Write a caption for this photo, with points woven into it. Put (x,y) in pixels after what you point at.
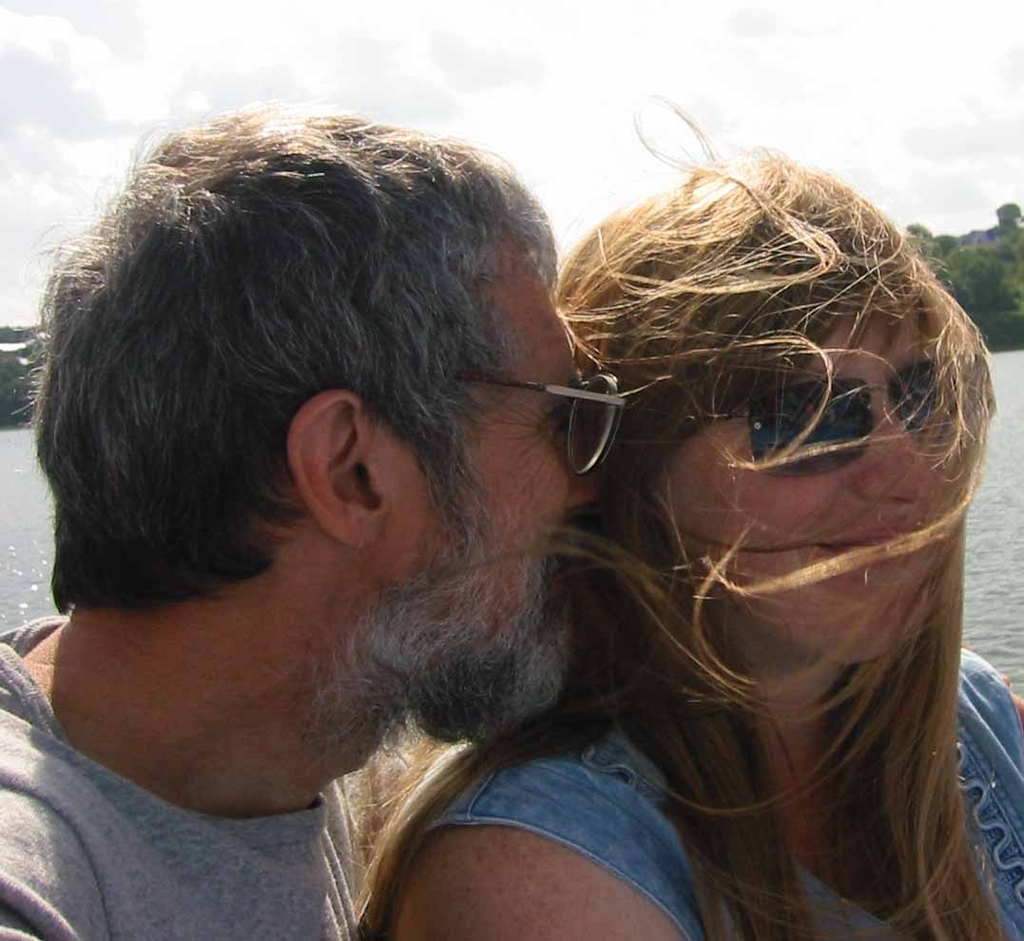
In this image we can see a man (400,237) and a lady (884,566) wearing glasses (831,438). In the background (1015,566) there is water (27,452), trees (1004,302) and sky (507,105).
